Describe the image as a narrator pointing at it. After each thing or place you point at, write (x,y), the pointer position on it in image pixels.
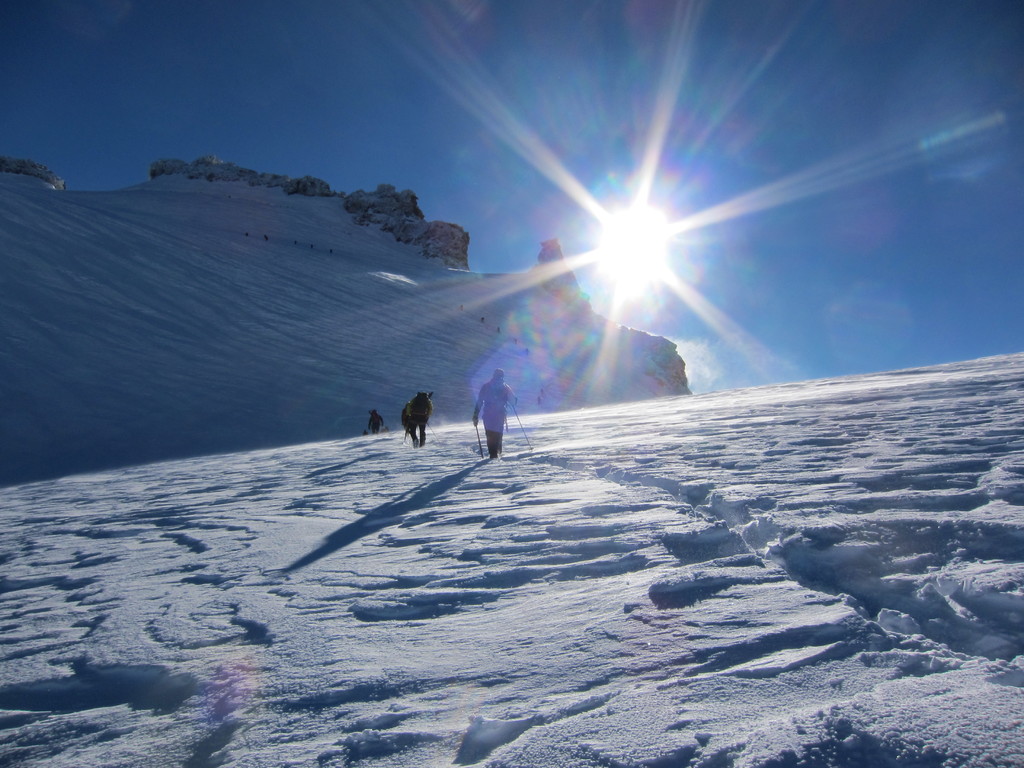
In the middle of the image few people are walking and holding sticks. Behind them there are some hills (551,287). At the top of the image (923,219) there is sun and sky (547,43).
